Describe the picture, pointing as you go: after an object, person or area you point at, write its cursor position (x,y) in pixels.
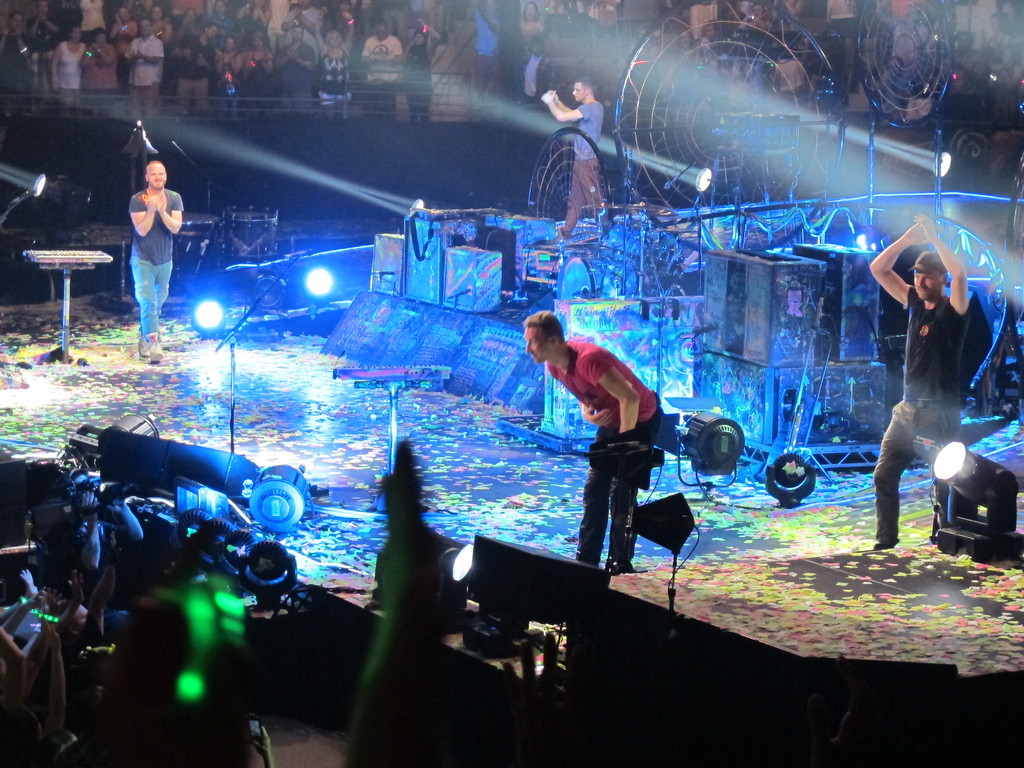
In this image I can see a stage (425,439) with four people (908,381). I can see grills (1009,215), metal constructions (875,451), speakers (812,380), papers (331,429) all over, lights (709,456), and a keyboard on the stage (91,338). I can see a crew of people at the top of the image (338,100). In the bottom left corner (122,531) I can see a person (210,707) holding a camera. The background is dark.
